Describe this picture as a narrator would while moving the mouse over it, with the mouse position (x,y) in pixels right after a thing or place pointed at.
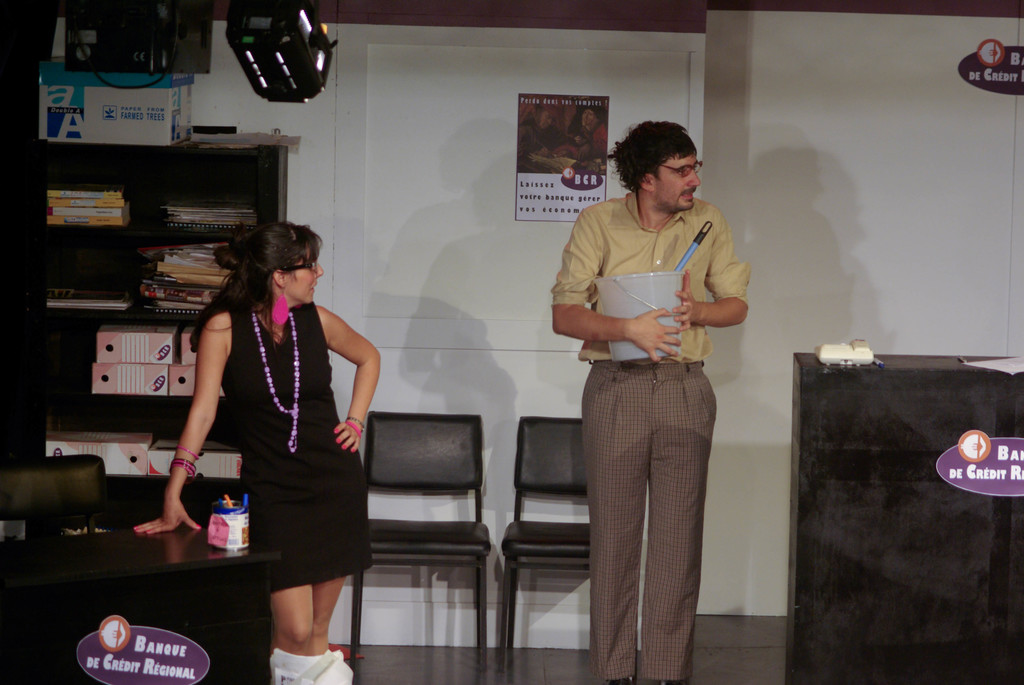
In this picture we can see a woman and a man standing on the floor (758,647). These are the chairs (465,523) and there is a table (131,580). On the background (383,334) there is a wall (417,219) and this is rack (238,194). Here we can see some books (160,263) in the rack (120,269). And there is a poster (535,143).
